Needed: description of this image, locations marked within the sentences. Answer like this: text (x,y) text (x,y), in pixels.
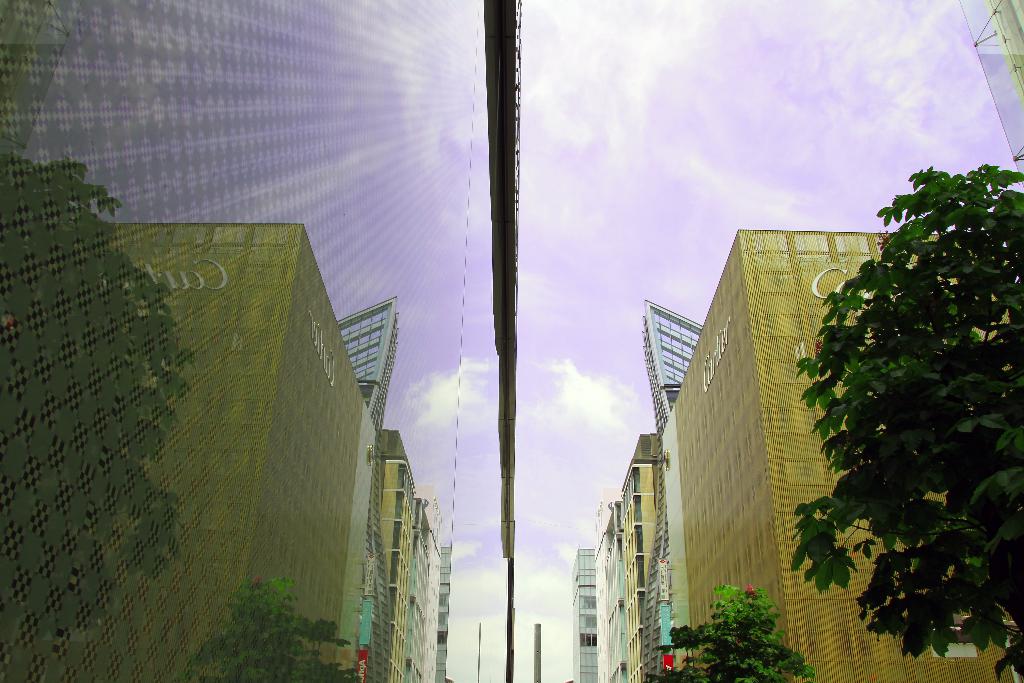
In this image I can see few trees (959,329) to which I can see few flowers (745,589) which are red in color and I can see few buildings (626,588) on both sides of the trees (963,274). I can see the glass wall (362,486) of the building (271,407) on which I can see the reflections (314,455) of buildings (261,508) and trees (246,641). In the background (802,47) I can see the sky (613,281).
